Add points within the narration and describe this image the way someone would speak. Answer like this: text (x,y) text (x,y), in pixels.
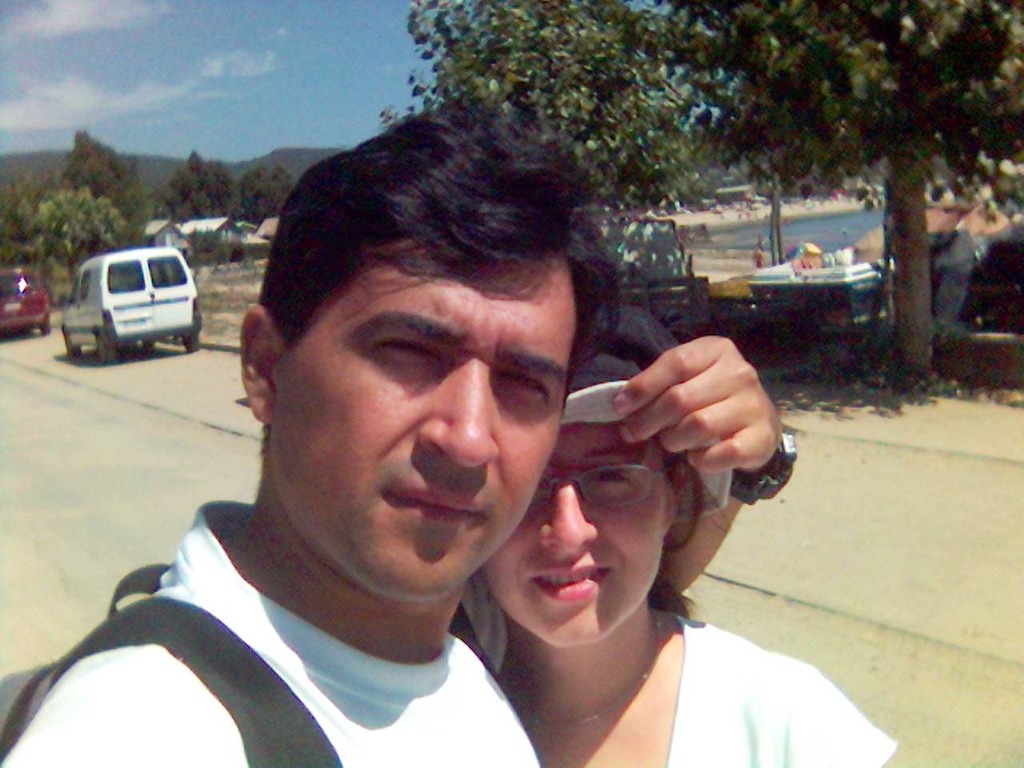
In this image I can see a man (382,685) wearing white t shirt (355,715) and bag (132,598) and a woman (546,635) wearing a white colored dress (783,715) are standing. In the background (20,213) I can see few vehicles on the road (86,393), few trees (688,130), the water (791,235), few mountains (157,180) and the sky (202,79).
